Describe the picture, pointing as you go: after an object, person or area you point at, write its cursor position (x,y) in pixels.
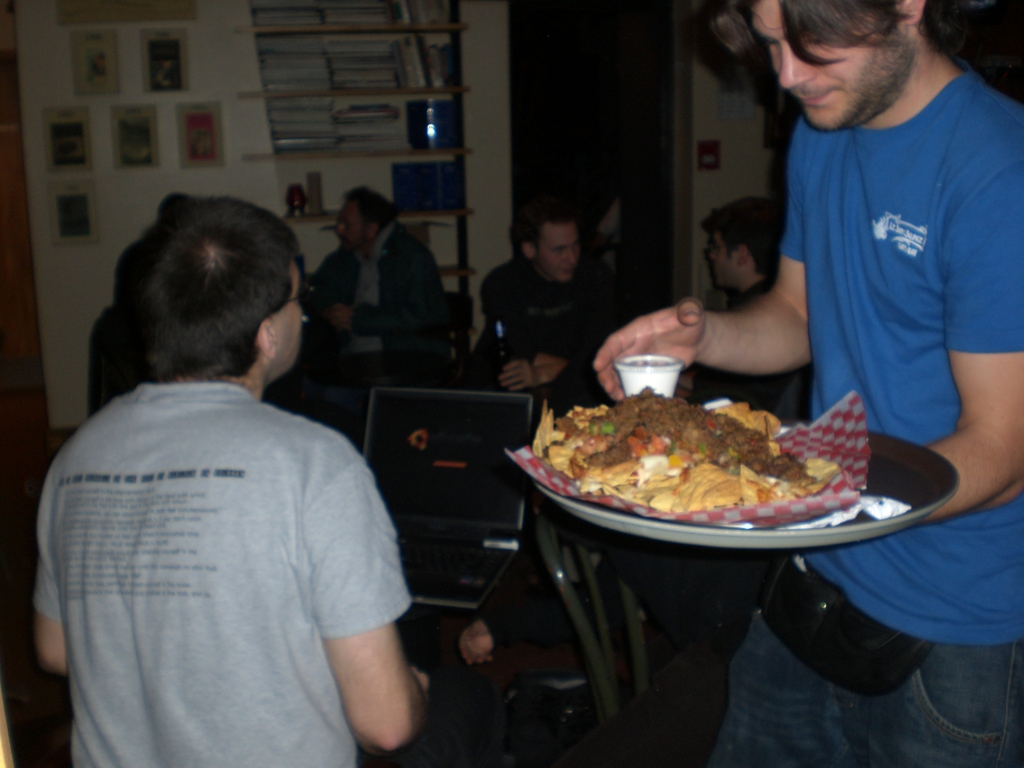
To the right side of the image (853,268) there is a person (962,501) holding food items (563,467) in his hand (663,345) in a plate (699,423). To the left side of the image (132,712) there is a person (126,570). In the background of the image (385,279) there are people (404,281) sitting on chairs (454,308). There is a wall (227,155) on which there are photo frames (182,124). There is a bookshelf (381,138).
